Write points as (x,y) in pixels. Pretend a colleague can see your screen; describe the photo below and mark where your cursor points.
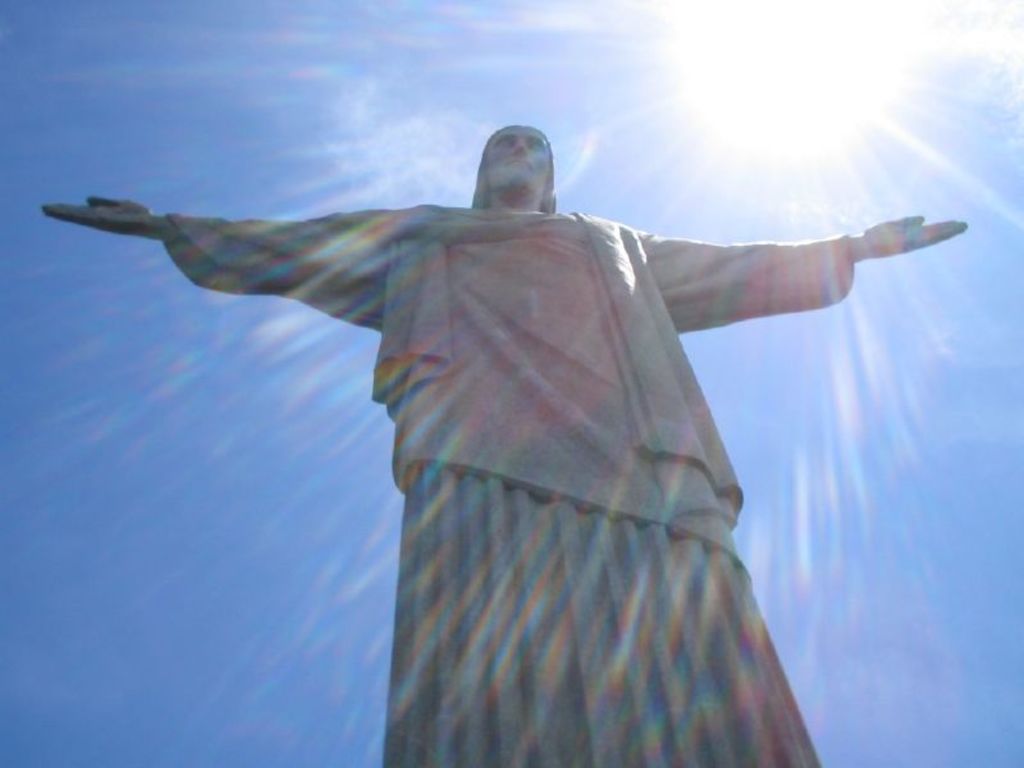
In this image I can see a huge statue (463,417) which is in the shape of a person (490,387). In the background (834,40) I can see the sky (184,537) and the sun (887,60).
